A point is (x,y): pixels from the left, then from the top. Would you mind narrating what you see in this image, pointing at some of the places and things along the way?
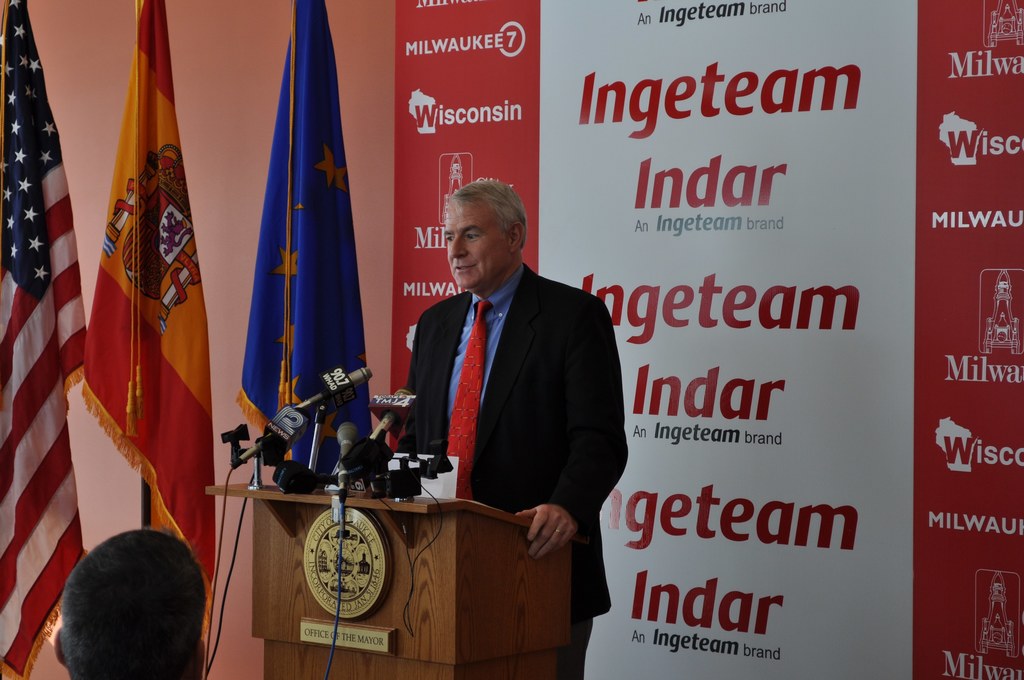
On the left (129,186) we can see flags (70,239), podium (398,544), mics (392,414), cables (235,562) and a person's head (125,601). In the middle (522,304) there is a person (567,422) standing. Towards right (785,295) there is a banner (762,392).
